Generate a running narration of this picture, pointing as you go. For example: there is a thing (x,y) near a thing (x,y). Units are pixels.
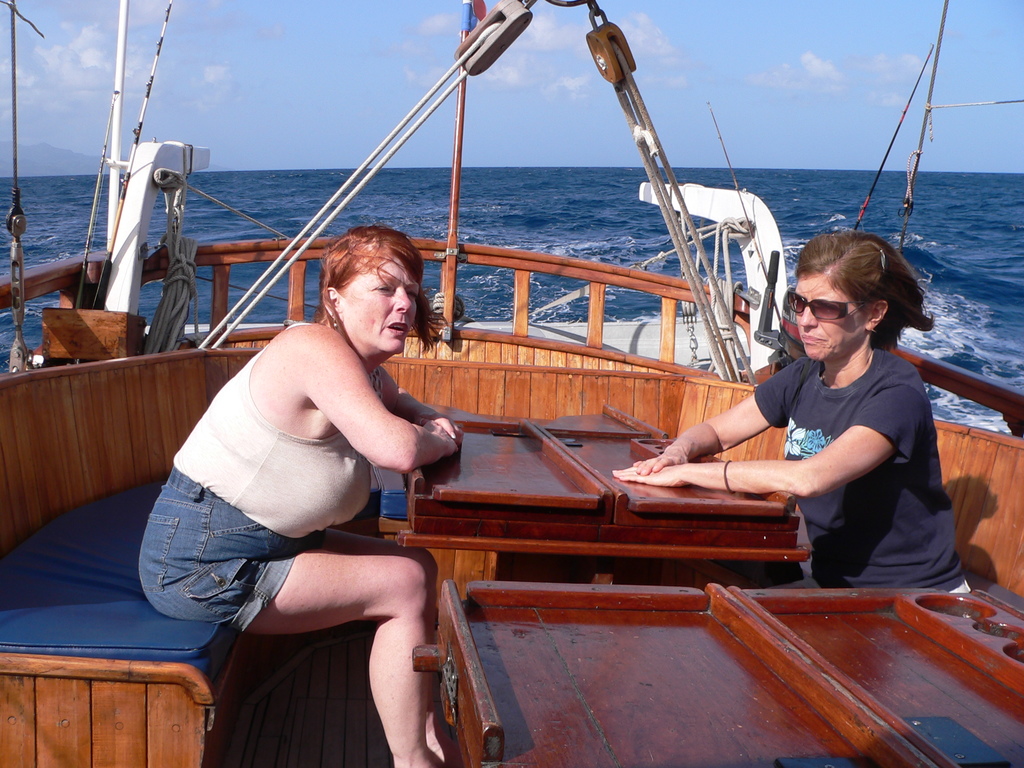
In this image there is the sky (523,90) towards the top of the image (396,81), there are clouds (869,62) in the sky (531,65), there is water (480,198), there is a boat (598,641) towards the bottom of the image (755,520), there are two women (305,537) sitting in the boat (66,432).
